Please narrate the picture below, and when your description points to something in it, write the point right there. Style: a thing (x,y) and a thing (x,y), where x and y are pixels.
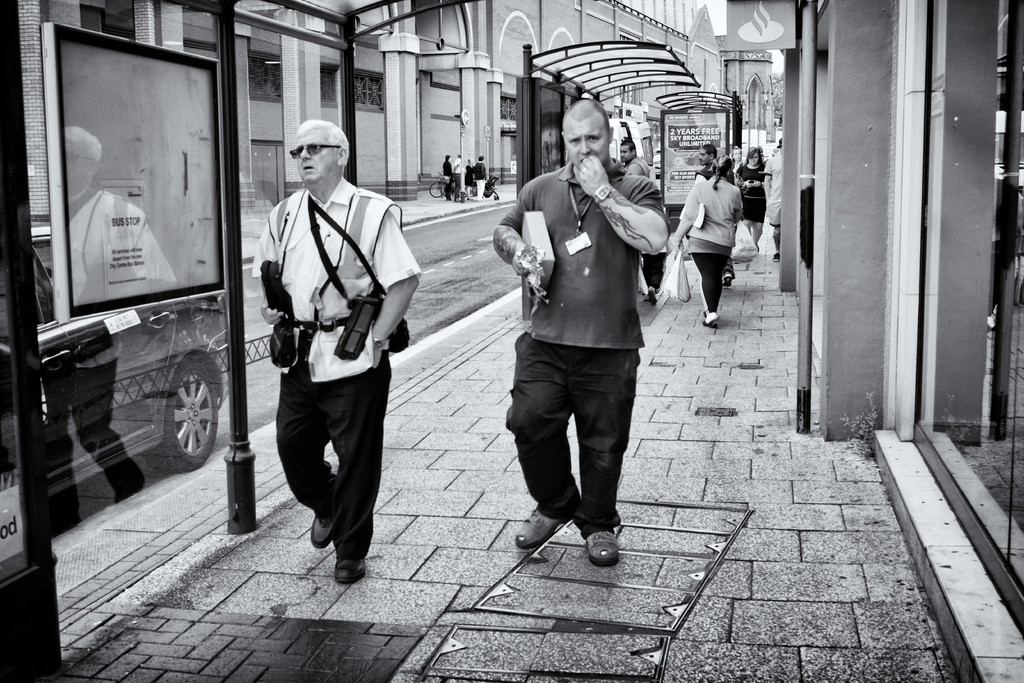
This is black and white picture, in this picture there are people (612,204) walking on path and we can see boards (701,132), poles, glass (74,202) and a vehicle (190,374) on the road (480,244). In the background of the image (480,198) there are people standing and we can see buildings (695,59) and sky (709,17).
